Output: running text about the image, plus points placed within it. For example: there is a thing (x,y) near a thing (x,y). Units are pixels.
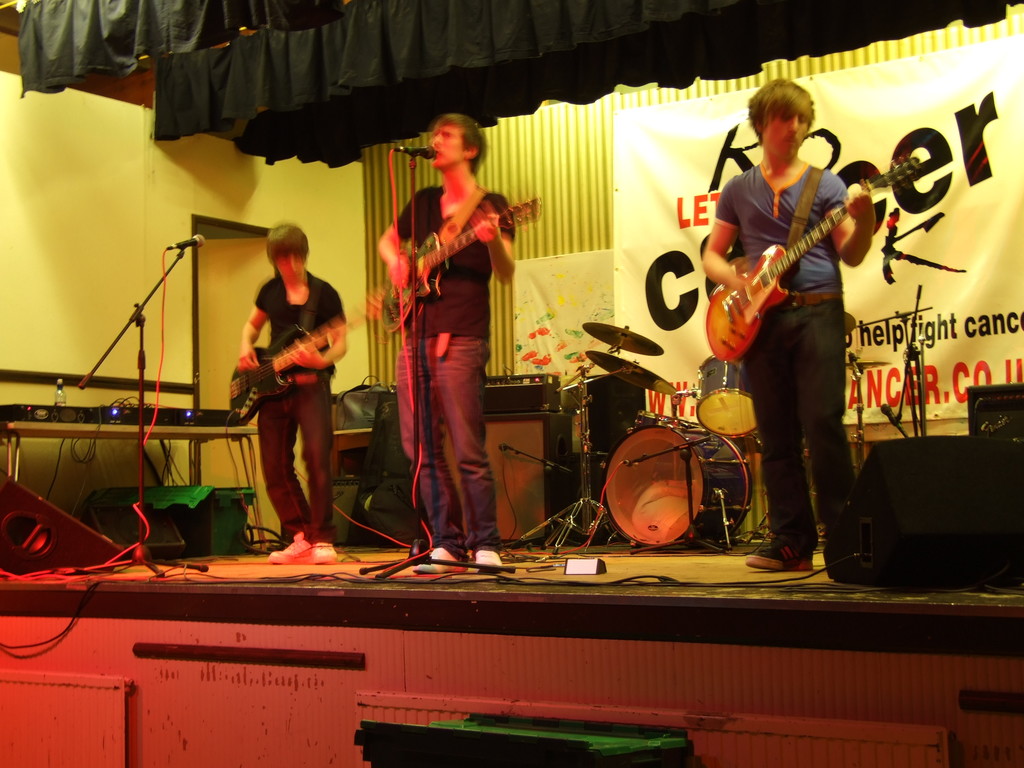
In this image there are three persons (287,235) standing on the stage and playing a guitar (773,299). These two persons (429,359) are standing in front of the mic (137,321). There is a banner (712,156) behind this person (753,122). These three persons (771,232) are wearing colorful clothes (440,418) and footwear (480,551). There is a musical instrument (641,468) behind this person (830,294). There is a door (237,286) behind this person (289,279) and attached to the wall (211,174).
